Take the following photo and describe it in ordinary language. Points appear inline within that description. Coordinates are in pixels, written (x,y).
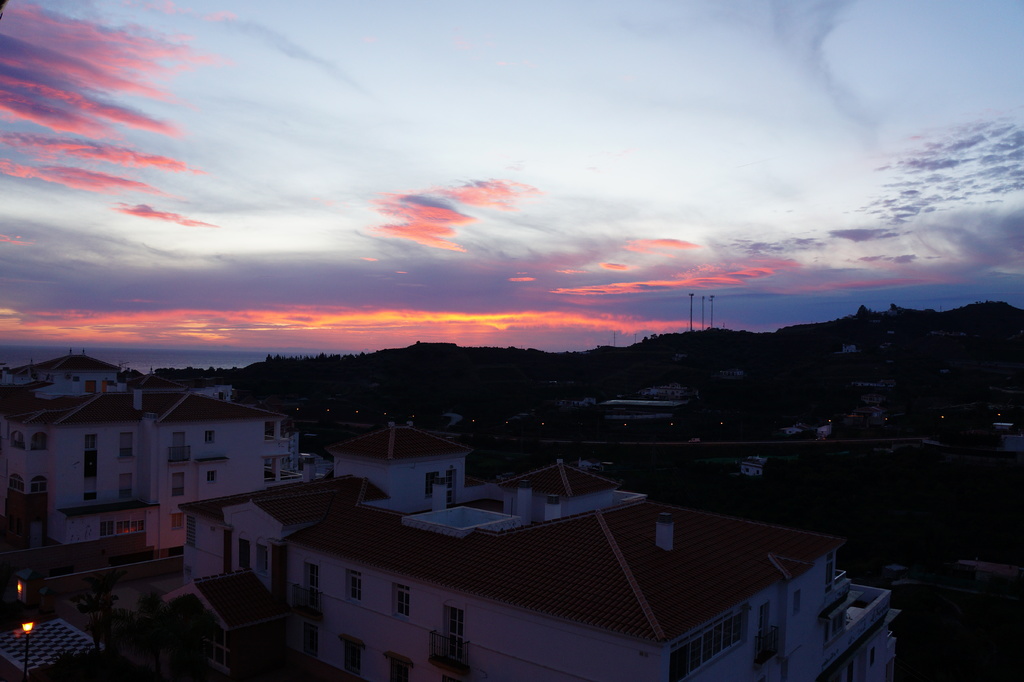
This image is taken outdoors. At the top of the image (230,160) there is a sky (293,196) with clouds (541,247). At the bottom of the image (126,470) there are many buildings (188,500) and houses (405,489) with walls (568,634), windows (453,630), doors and roofs (80,419) and there are a few street lights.
